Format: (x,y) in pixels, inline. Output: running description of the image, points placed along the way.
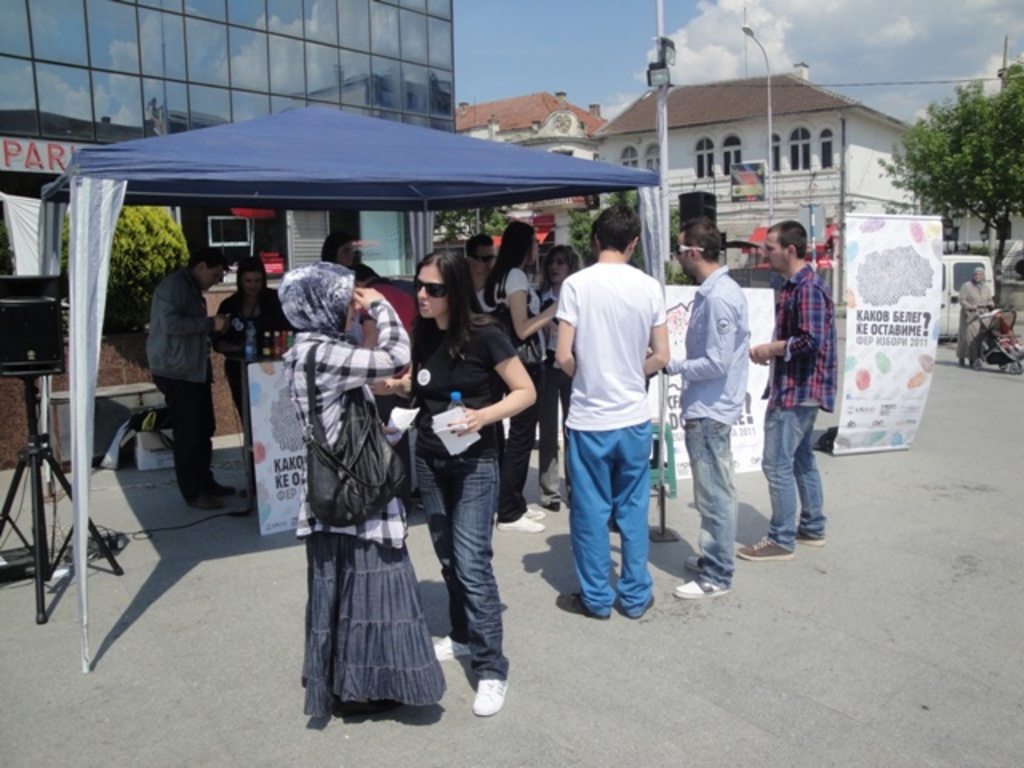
In this image there are people (189,313) standing under the tent (439,168) and few are standing on the road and there are banners (282,476), on that banners (872,283) there is some text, in the background (947,164) there are trees (907,163), light poles (666,174), houses (851,123) and the sky (835,36).
